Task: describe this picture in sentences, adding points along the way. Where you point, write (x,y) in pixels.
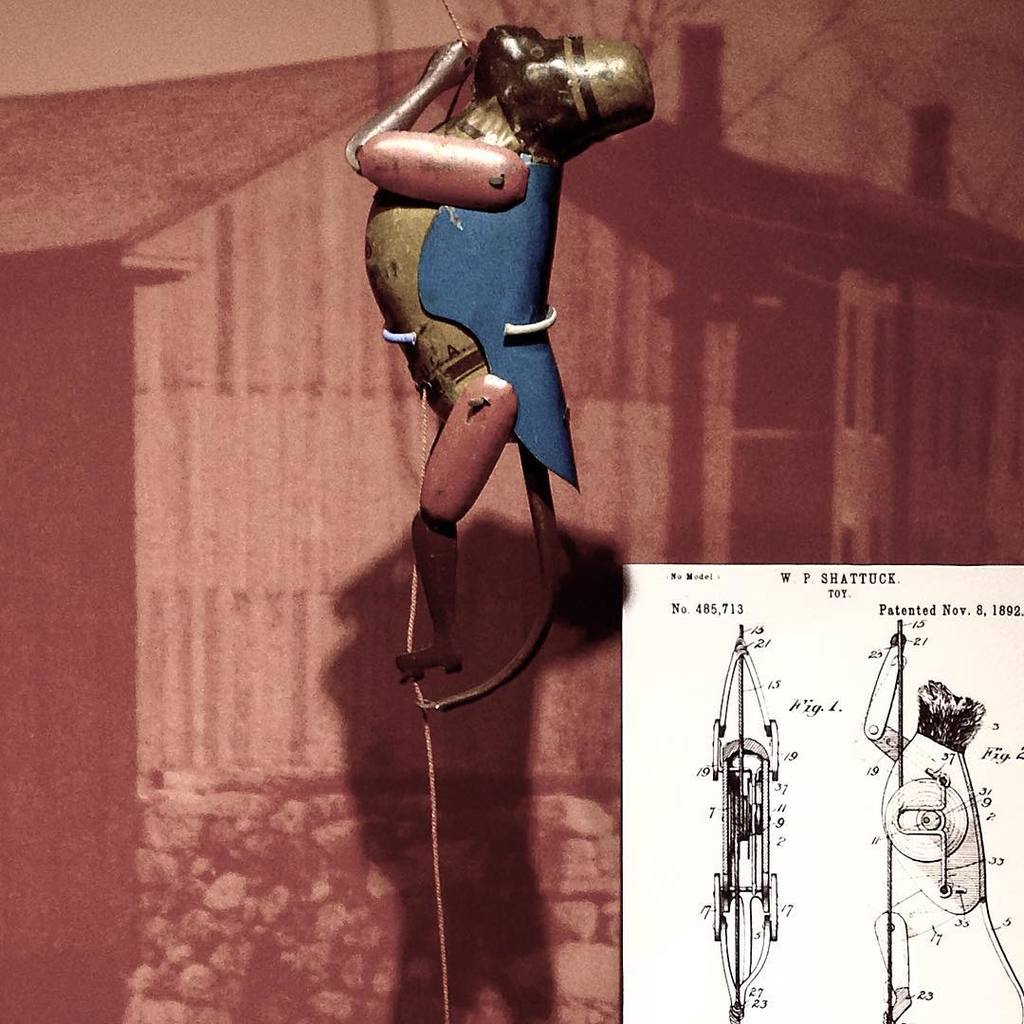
In the image there is a toy (436,74) hanging on a thread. Behind the toy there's a wall (124,176) with paintings (321,182) of houses (305,132). In the bottom right corner of the image (741,823) there are measurements (919,826) of a toy (741,823) and also there is some text (803,702) on it.
